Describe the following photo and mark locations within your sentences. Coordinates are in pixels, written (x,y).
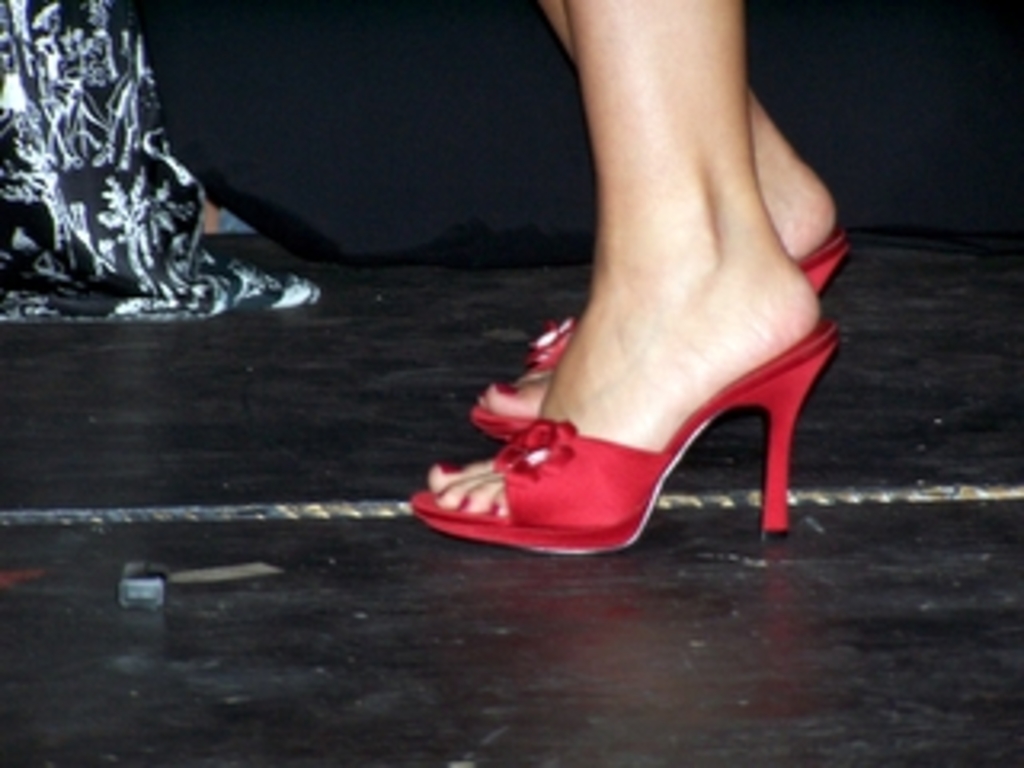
In the image we can see two legs (719,45) and footwear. Behind the legs (820,205) there is cloth (4,13).
